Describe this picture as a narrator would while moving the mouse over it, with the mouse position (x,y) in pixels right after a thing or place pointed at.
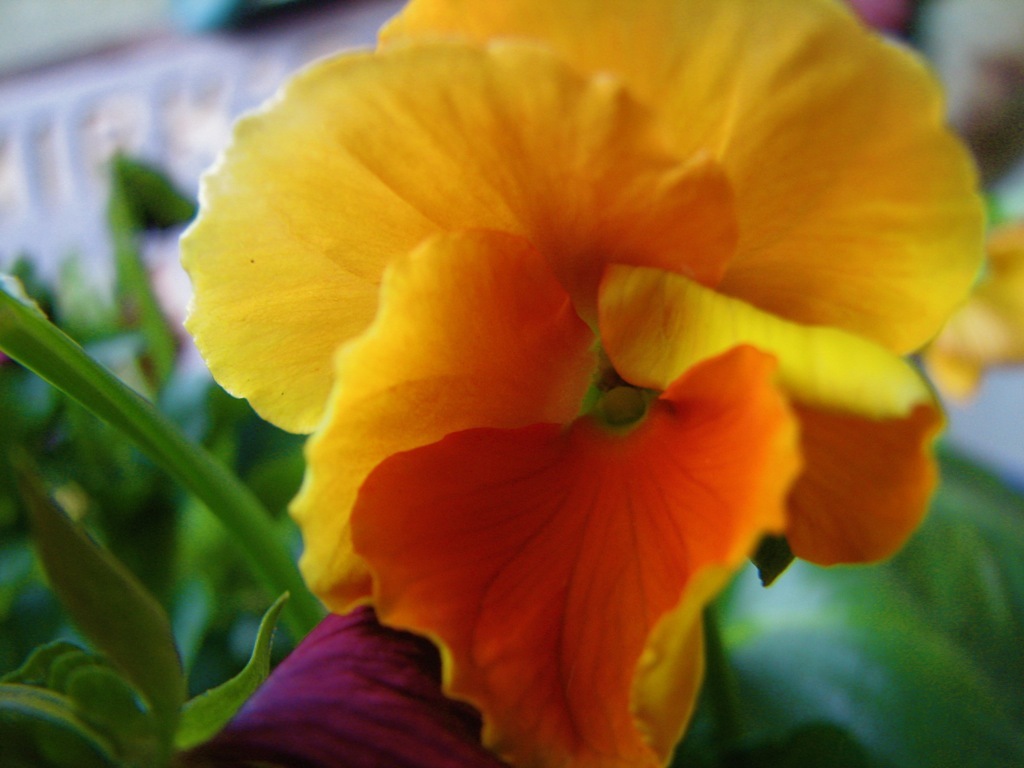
In this picture we can see a yellow flower (668,553) and green leaves (177,551).
